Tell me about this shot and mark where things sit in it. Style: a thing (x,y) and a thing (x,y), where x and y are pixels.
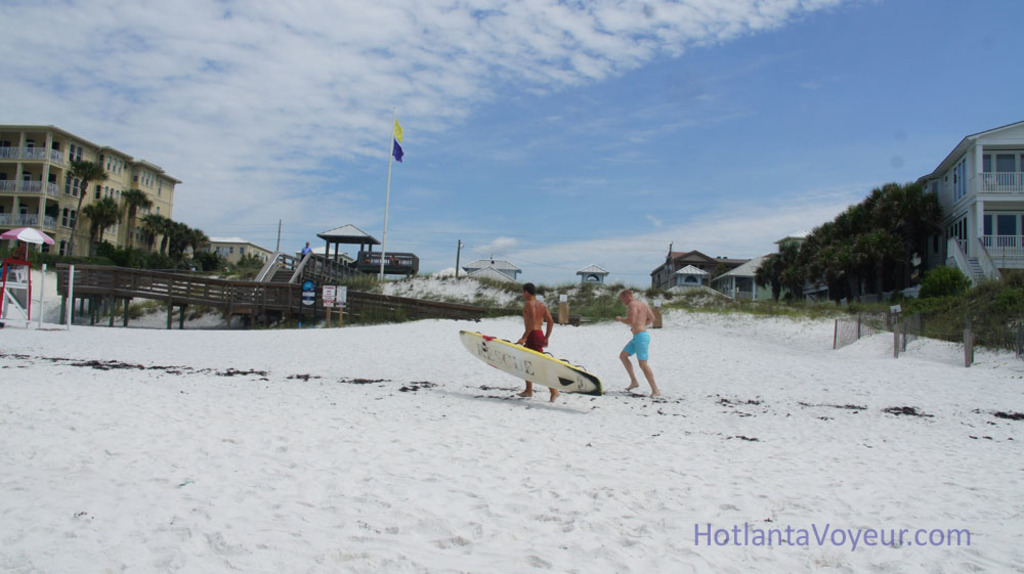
In this image, we can see two people (655,384) and one person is holding a surfing board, on the right side (685,267) we can see some houses (1023,219) and trees (797,253) and on the left side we can see buildings (109,194) and a flag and in the background (415,156) we can see the sky (513,141).
